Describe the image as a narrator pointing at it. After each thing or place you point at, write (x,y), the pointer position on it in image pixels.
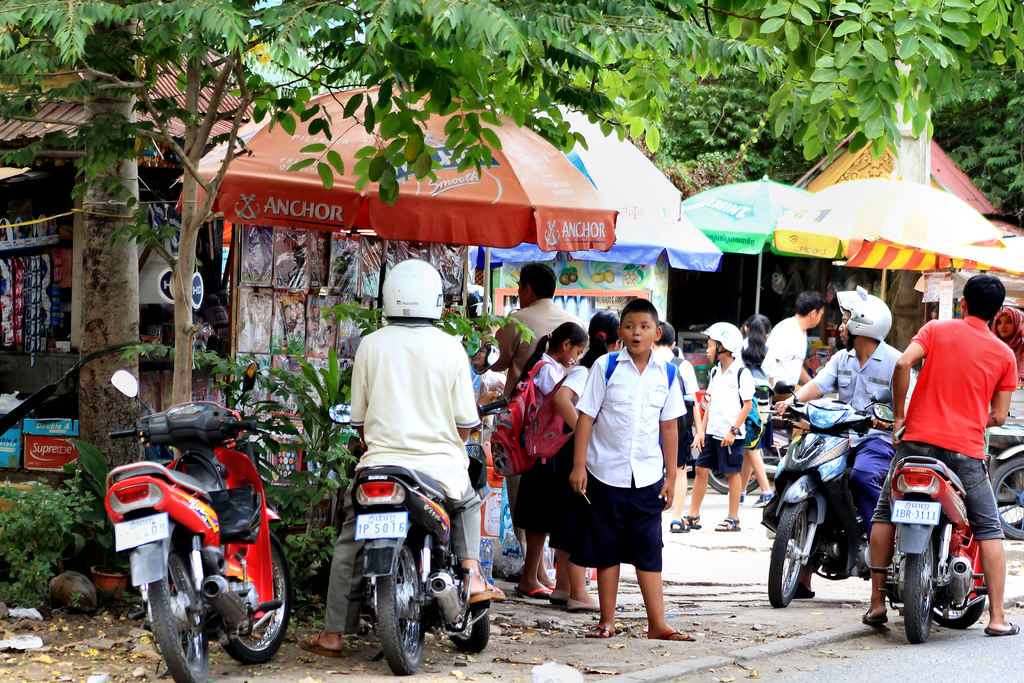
Here we can see a group of people (639,334) are standing, and some (938,403) are sitting on the bike (909,458), and here are the tents (457,187), and here are the trees (271,58).
